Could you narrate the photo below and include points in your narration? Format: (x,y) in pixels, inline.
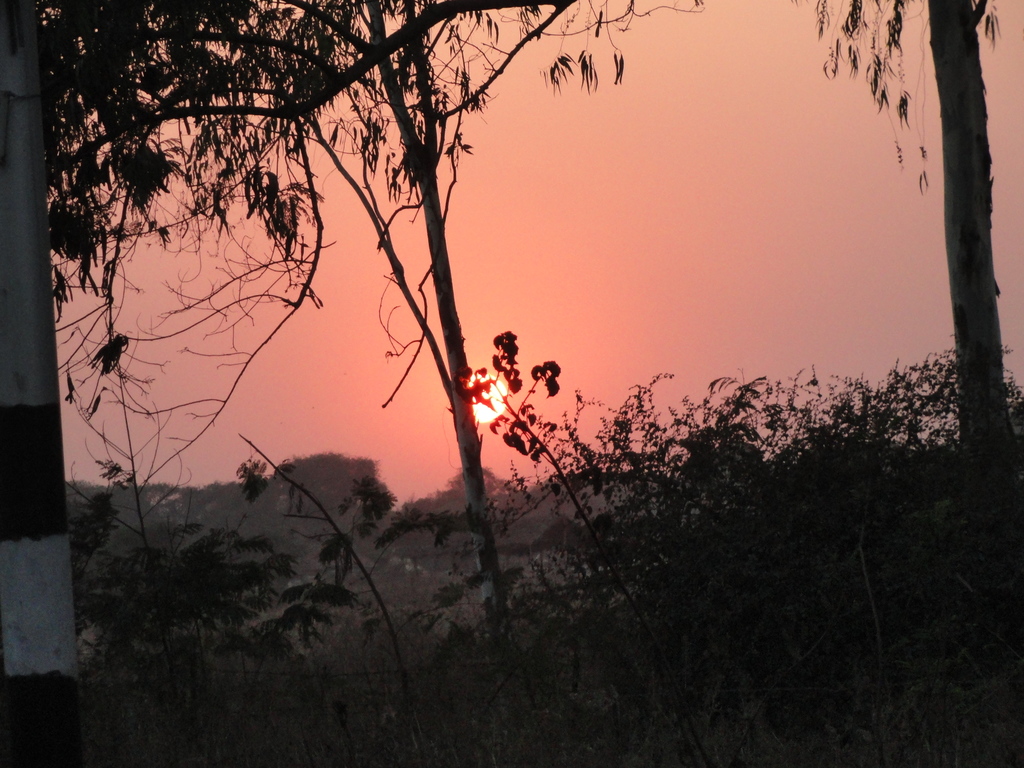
In this picture, it looks like a pole (19,483) and behind the pole (30,186) there are plants (396,679), trees (280,513) and the sun (481,417) in the sky (176,316).
